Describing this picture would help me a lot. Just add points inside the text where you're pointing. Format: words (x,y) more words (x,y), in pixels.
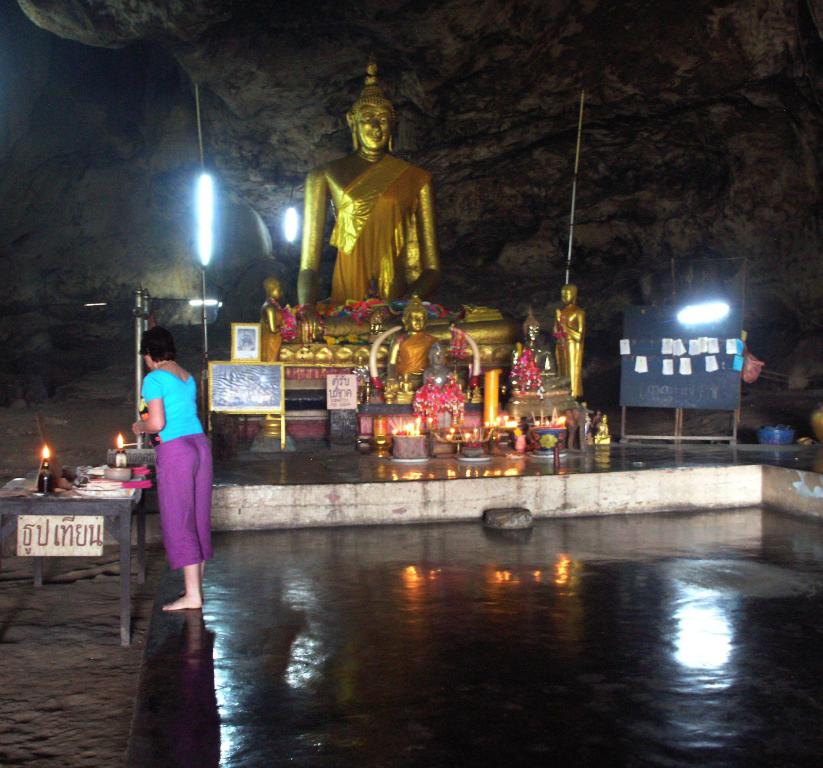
In this image, on the left side (197,461), we can see a woman (163,426) standing in front of the table (91,511). On the table (84,500), we can see some bottles (44,493) with fire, cloth (118,489). In the background (301,312), we can see some statues (275,322), sculptures (475,399), board (668,332) with some papers (670,343) attached to it and a board (238,380) with some paintings (267,381), lights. In the background (506,21), we can see some rocks (772,67). At the bottom (645,542), we can see a land (481,589) which is in black color.
